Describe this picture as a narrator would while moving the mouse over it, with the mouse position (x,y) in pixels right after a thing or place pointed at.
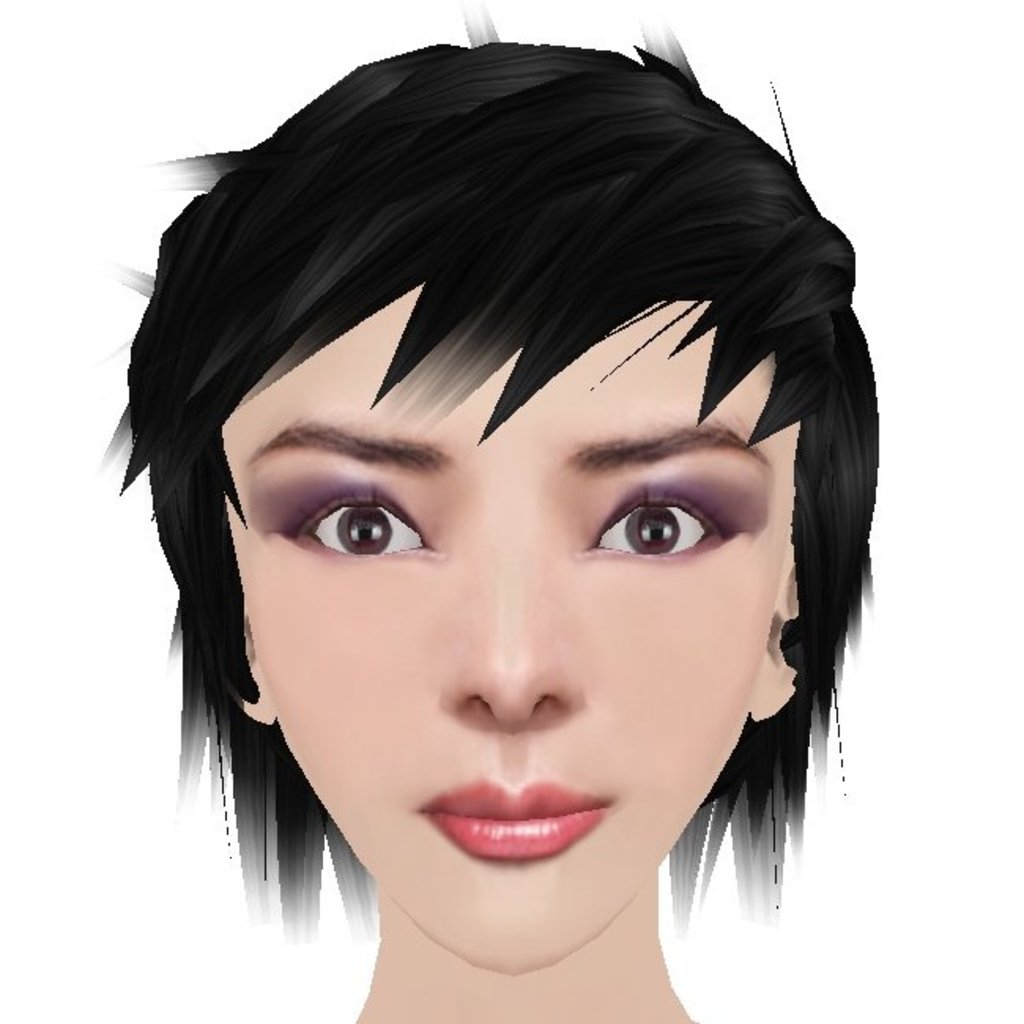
In this image we can see the animated picture of a woman (584,626).
